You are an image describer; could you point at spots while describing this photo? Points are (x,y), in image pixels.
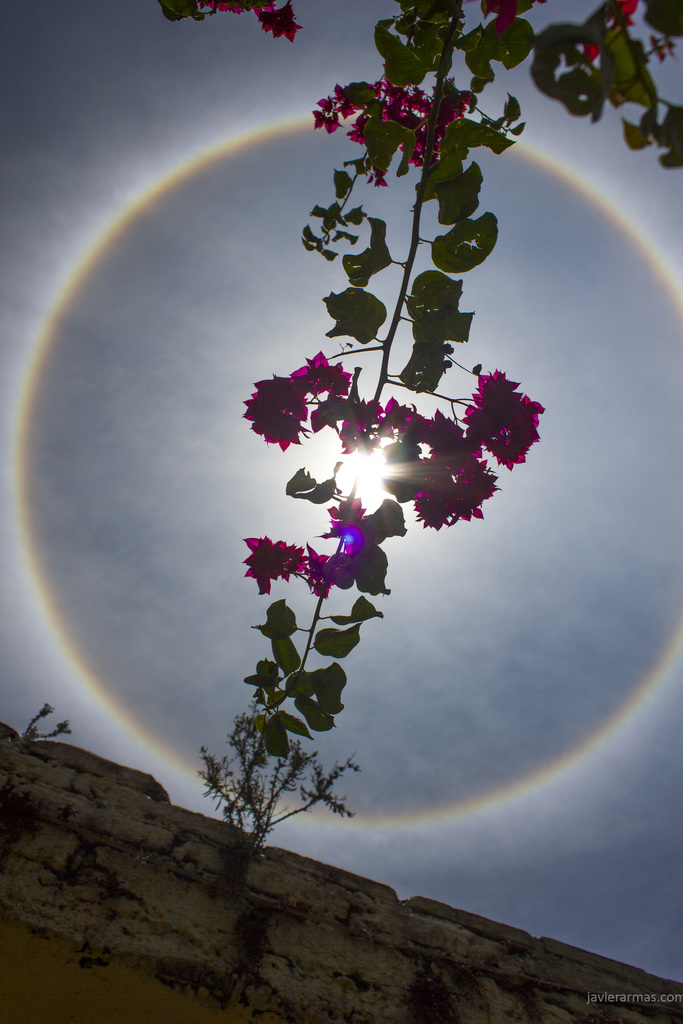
In this image there is a stem (436,117) having flowers (506,27) and leaves (348,620). There are plants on the wall (152,913). Background (626,863) there is sky (618,865) having a sun (348,488).
